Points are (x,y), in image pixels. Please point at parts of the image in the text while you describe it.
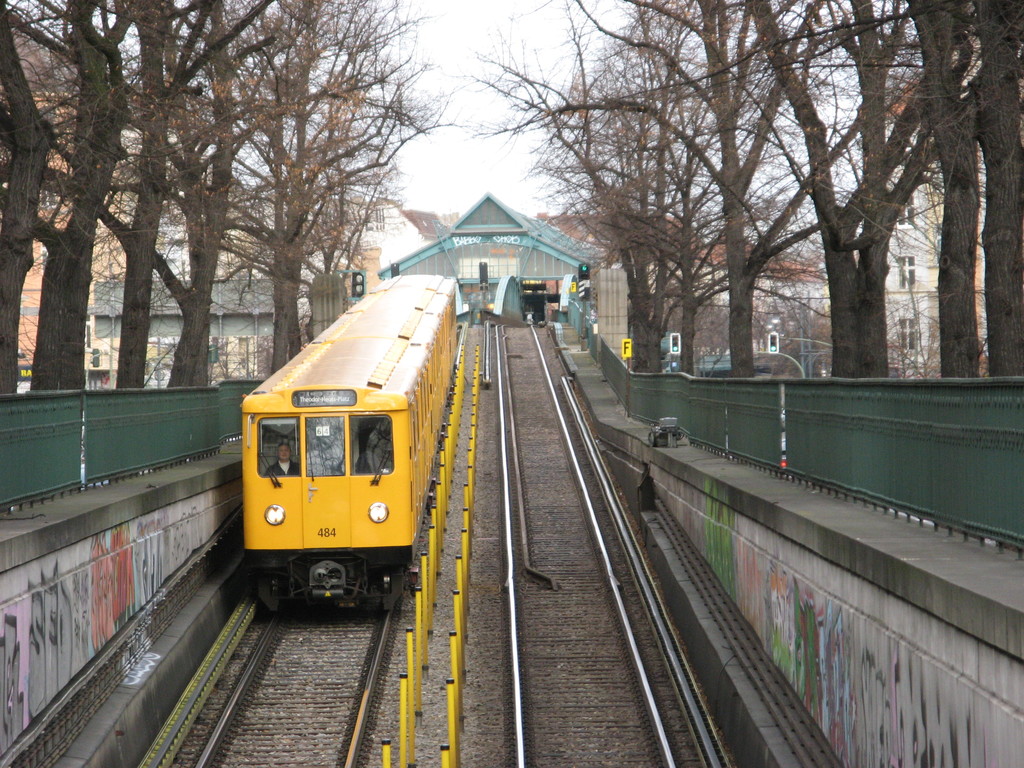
In the image there is a yellow train (355,450) going on the track (372,696) with a fence (697,419) on either side of it followed by trees (645,235) behind it and in the background (482,234) there are buildings (469,243) and above its sky (438,76).
